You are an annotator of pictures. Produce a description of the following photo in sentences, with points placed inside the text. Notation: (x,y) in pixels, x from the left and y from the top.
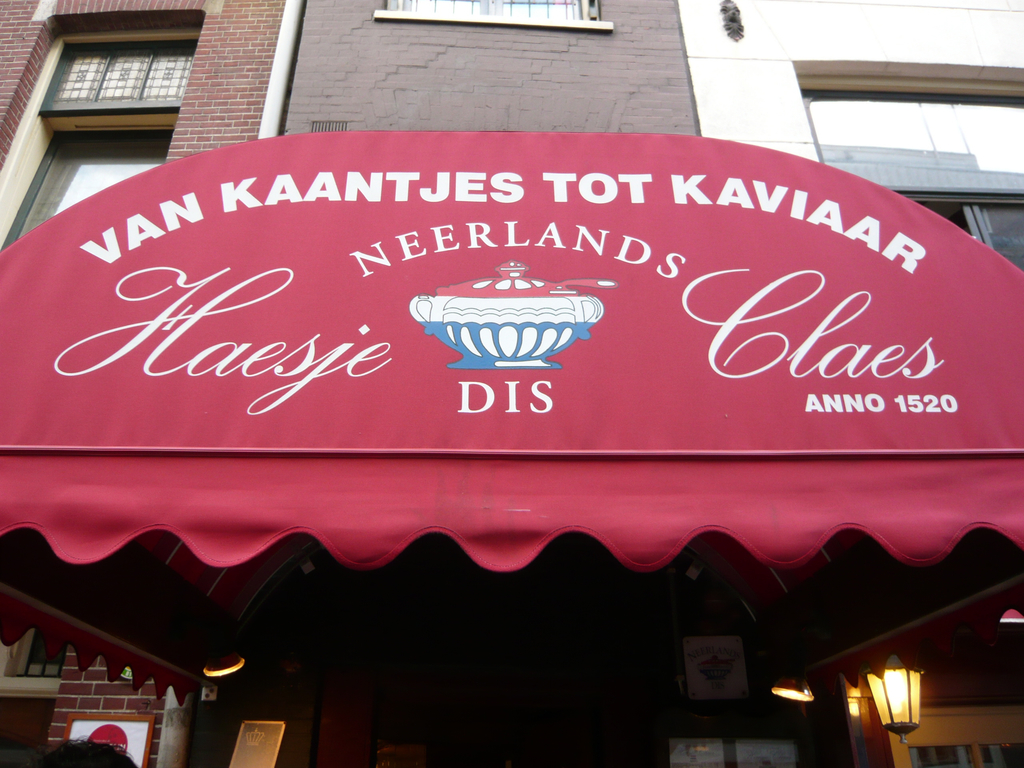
In this picture there is a building (646,7). In the center (407,465) we can see red color banner (505,269) which is presenting the hotel's name (769,293). On the bottom right corner (914,714) we can see lights (910,678) which is near to the window (974,747). On the bottom left corner (118,705) we can see brick wall (79,705), photo frames (140,763) and window (21,661). On the top (274,114) we can see a pipe (287,60) which is on the brick wall (267,46).
